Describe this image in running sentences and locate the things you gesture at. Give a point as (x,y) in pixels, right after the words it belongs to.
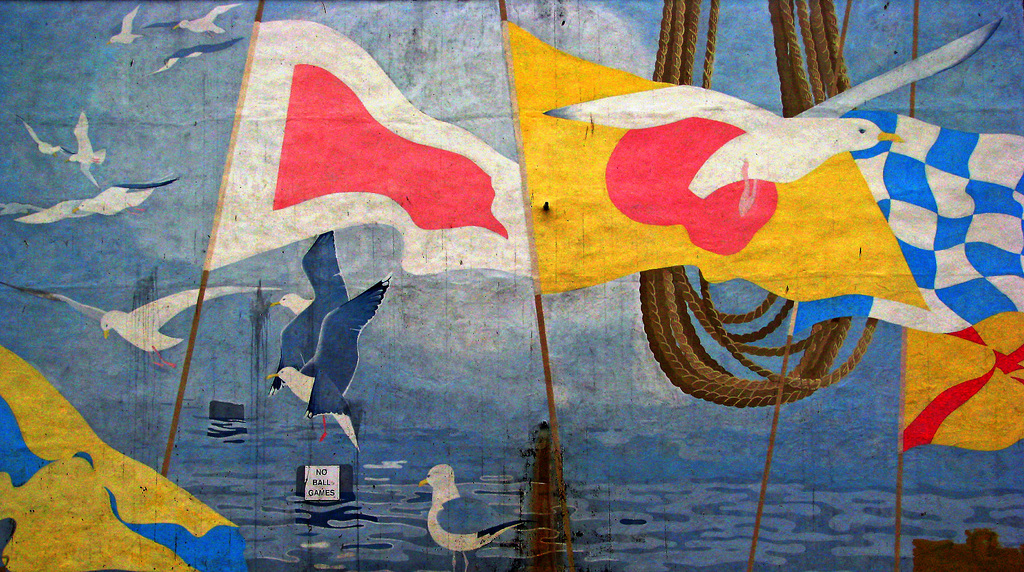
In the picture I can see painting (437,322) of flags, birds (317,365), the water (382,489), ropes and some other things (352,488).
